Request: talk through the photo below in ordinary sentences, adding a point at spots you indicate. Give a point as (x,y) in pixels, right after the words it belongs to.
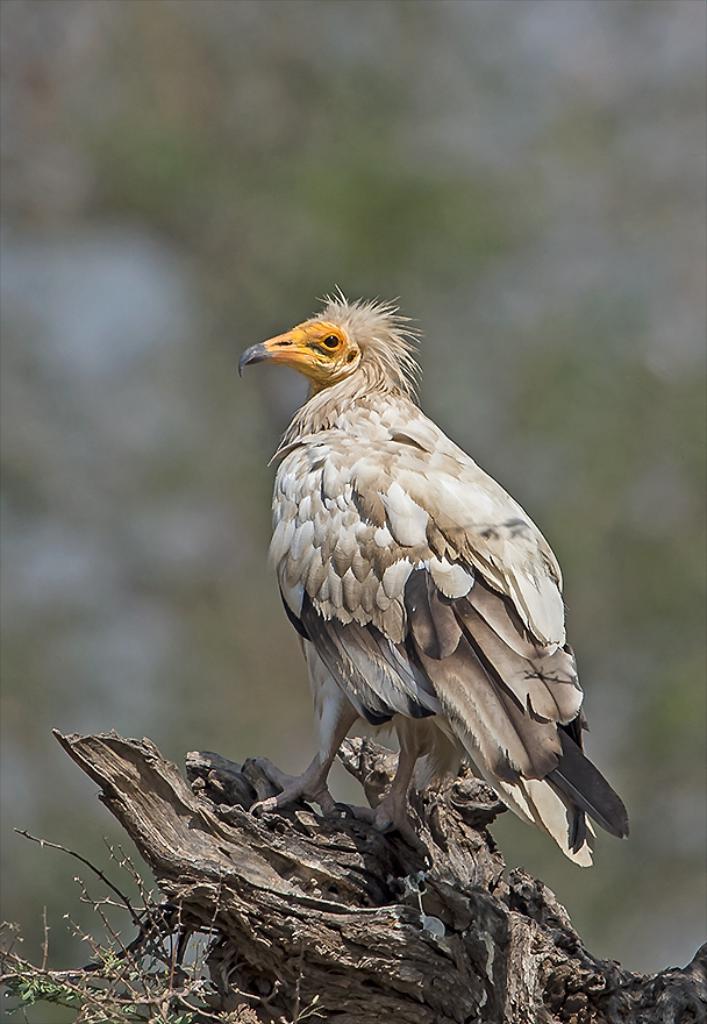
In the image there is a bird (318,662) standing on a wooden branch (357,871).
